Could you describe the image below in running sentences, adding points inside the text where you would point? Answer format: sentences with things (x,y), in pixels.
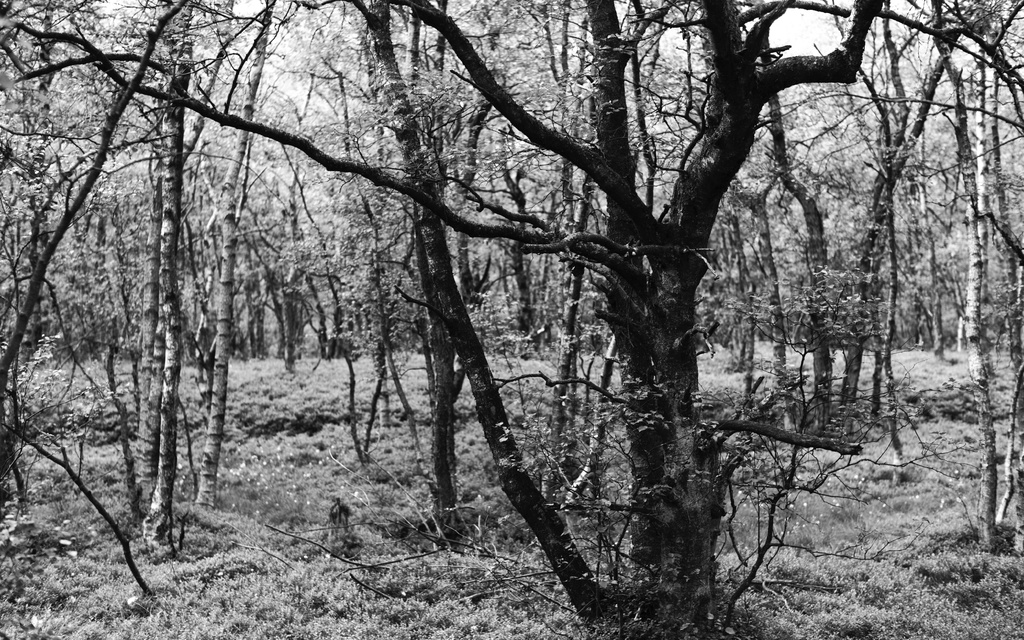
In this image we can see trees (349,208), and picture is taken in black and white mode.
